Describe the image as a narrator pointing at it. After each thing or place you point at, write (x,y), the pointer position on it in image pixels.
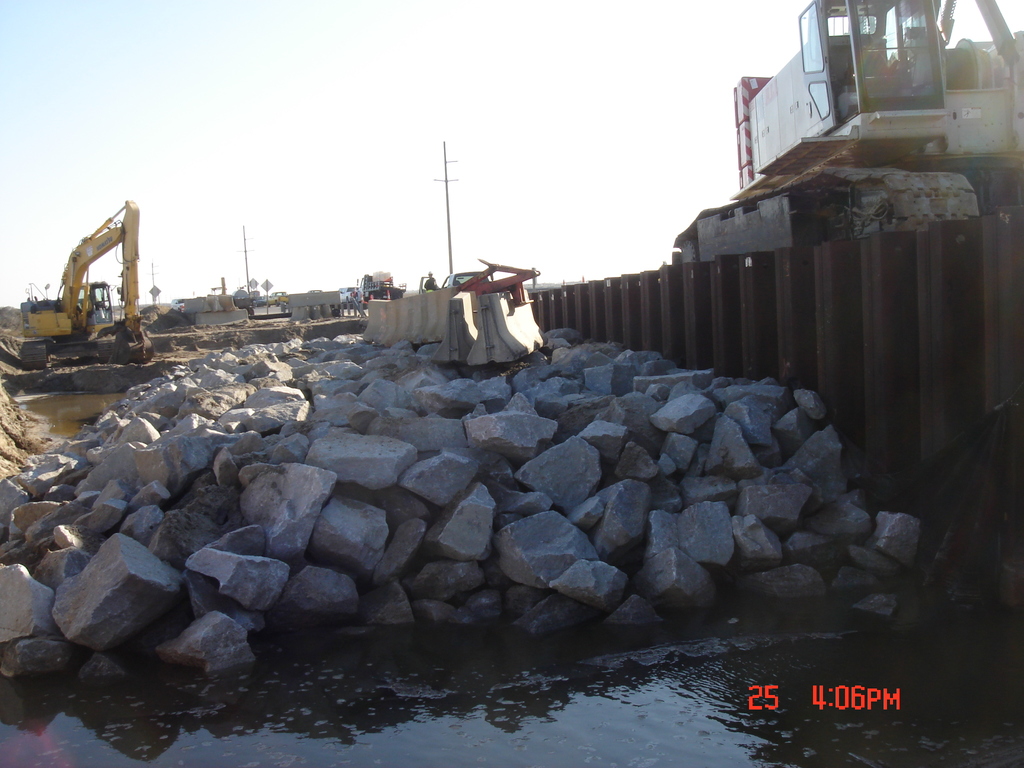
In this image we can see rocks (412,375), water (445,718), iron grill (722,319), sand (11,414), excavators (79,311), poles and sky (585,97).
